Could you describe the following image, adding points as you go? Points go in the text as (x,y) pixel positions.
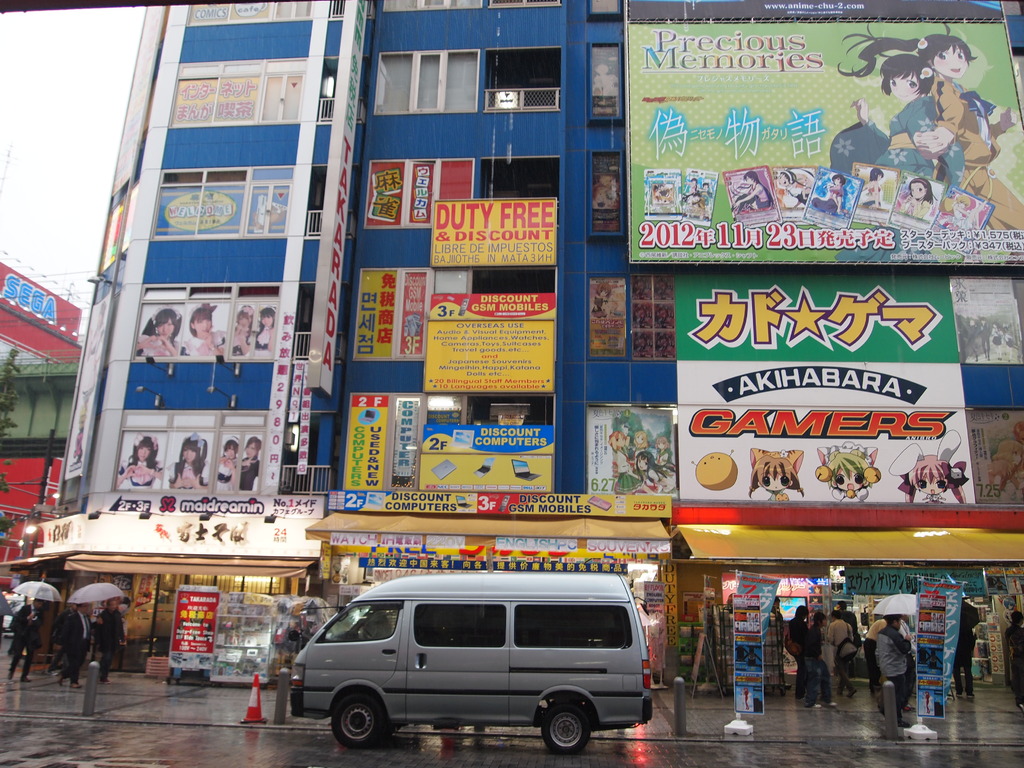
As we can see in the image there are buildings (467,407), banners (476,301), current pole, sky (89,132), few people (958,674) here and there, van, traffic cone (257,683) and umbrellas (78,603).
